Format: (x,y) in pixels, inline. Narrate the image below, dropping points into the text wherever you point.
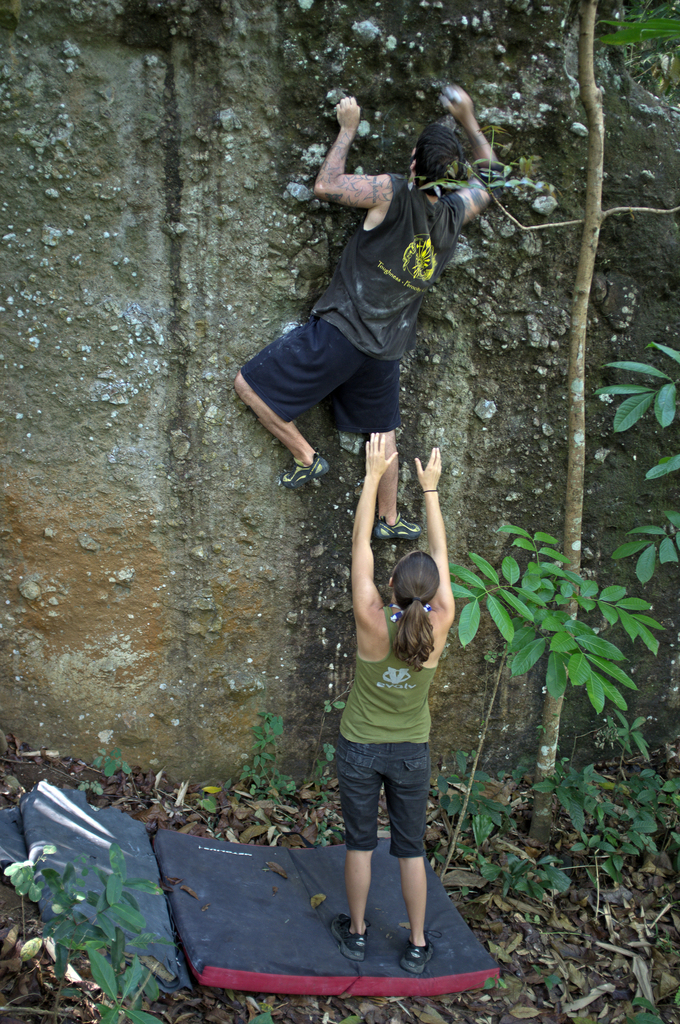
In this picture this 2 person (380,231) are highlighted. This person (380,231) is trying to climb a mountain (331,260). Beside this woman (366,676) there is a plant (596,652). This woman (374,805) is standing on a pad (330,909).
